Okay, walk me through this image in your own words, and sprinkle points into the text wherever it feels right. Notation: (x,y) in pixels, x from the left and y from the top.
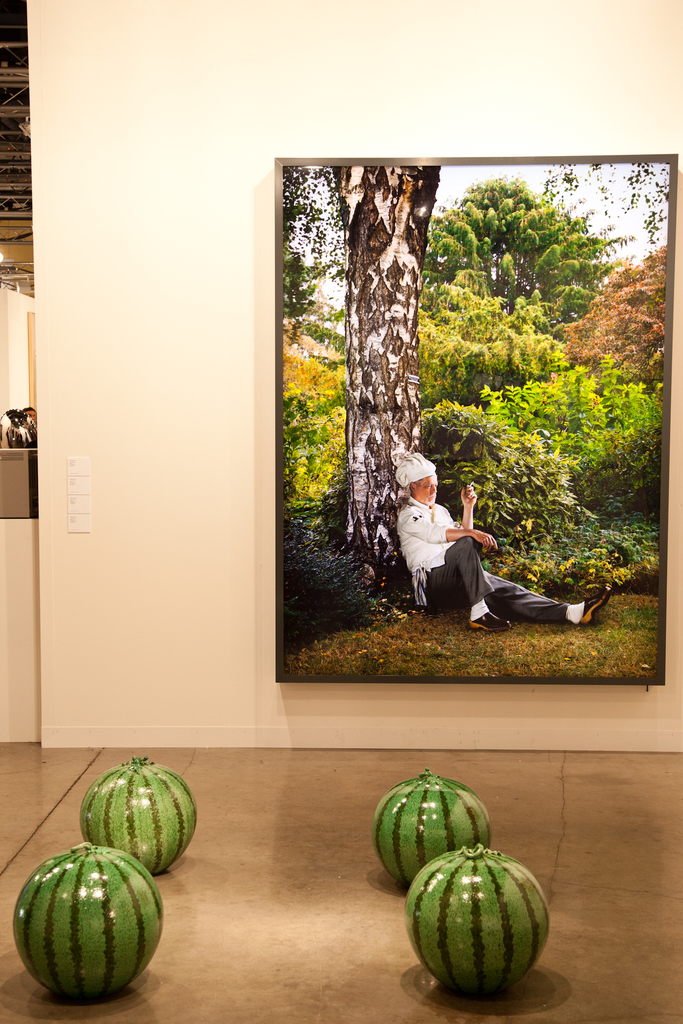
The picture is taken inside a room (480,665) where there is a wall (123,127) on which one big photo (650,664) is placed and in front (55,955) the wall (261,727) there are four big sized watermelons (47,939) are placed on the floor (172,938).
